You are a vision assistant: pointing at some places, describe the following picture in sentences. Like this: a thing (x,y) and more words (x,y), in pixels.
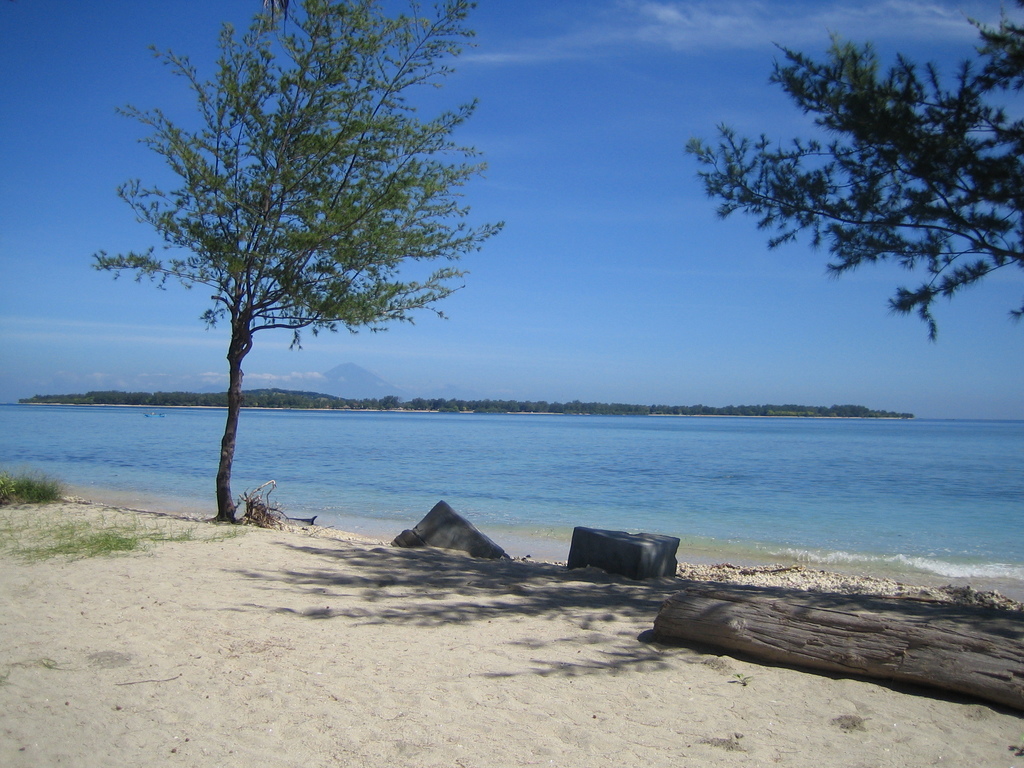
In the picture I can see sand (386,756), tree trunk (961,650), trees (316,173), grass (63,545), water (335,474), hills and the blue color sky (481,259) with clouds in the background (492,258).
